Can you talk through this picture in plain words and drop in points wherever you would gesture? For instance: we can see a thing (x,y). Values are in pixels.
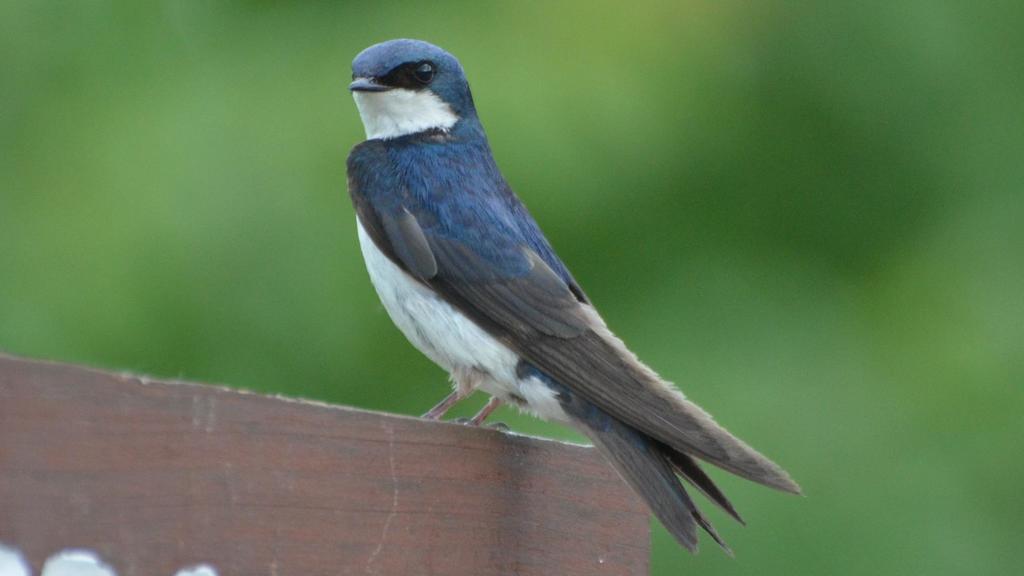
On this wooden surface (459,456) we can see a bird (453,230). Background (197,54) it is in green color.
